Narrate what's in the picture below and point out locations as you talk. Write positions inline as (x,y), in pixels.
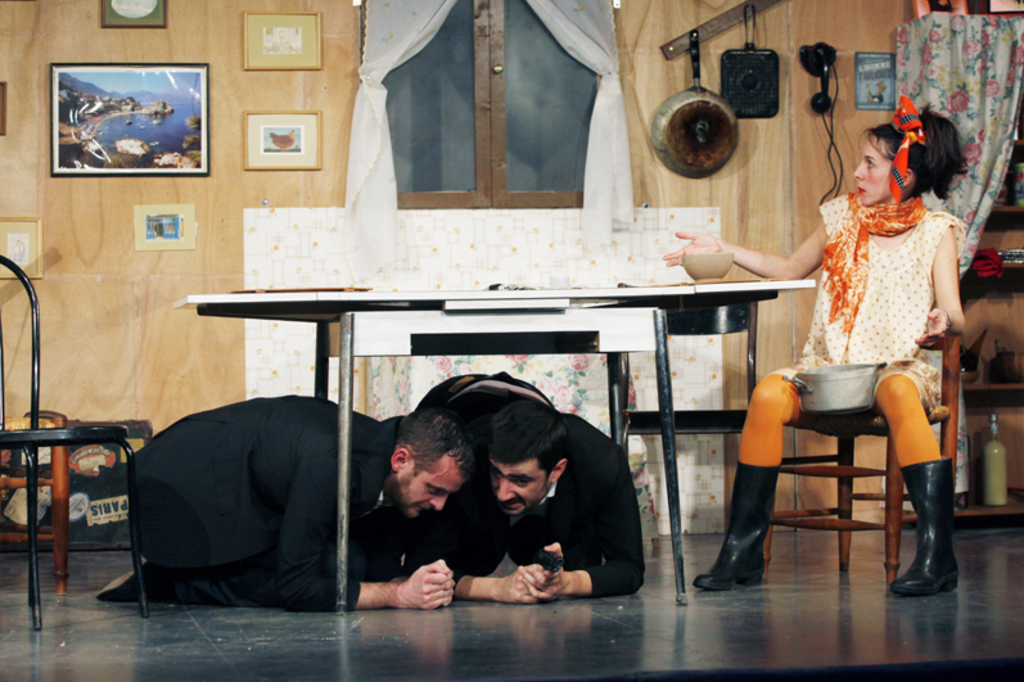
In this picture we can see two people (605,592) on the floor (667,612), one woman (926,566) is sitting on a chair (885,562), here we can see a table (670,397), chairs (653,415), bottle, shelves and some objects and in the background (647,461) we can see a wall (176,334), photo frames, curtains (607,417), cupboard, telephone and some objects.
